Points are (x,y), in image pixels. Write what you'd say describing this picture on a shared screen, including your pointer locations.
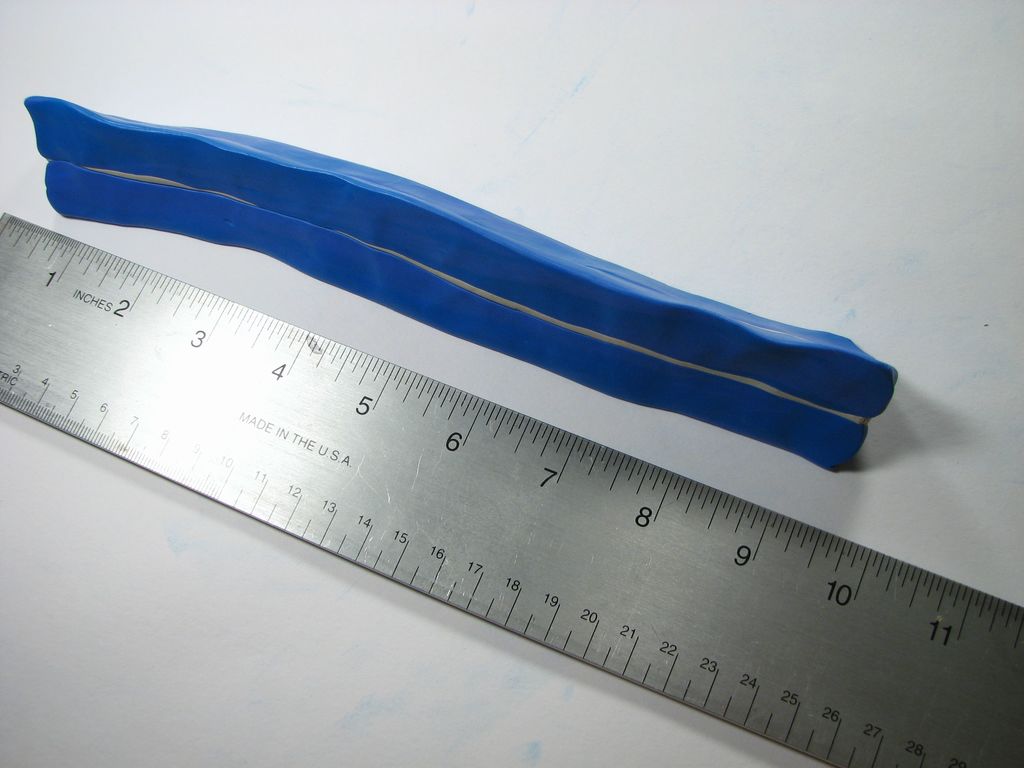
In the picture I can see a metal scale (571,588) and a blue color object (699,360) on a white color surface (663,437).
